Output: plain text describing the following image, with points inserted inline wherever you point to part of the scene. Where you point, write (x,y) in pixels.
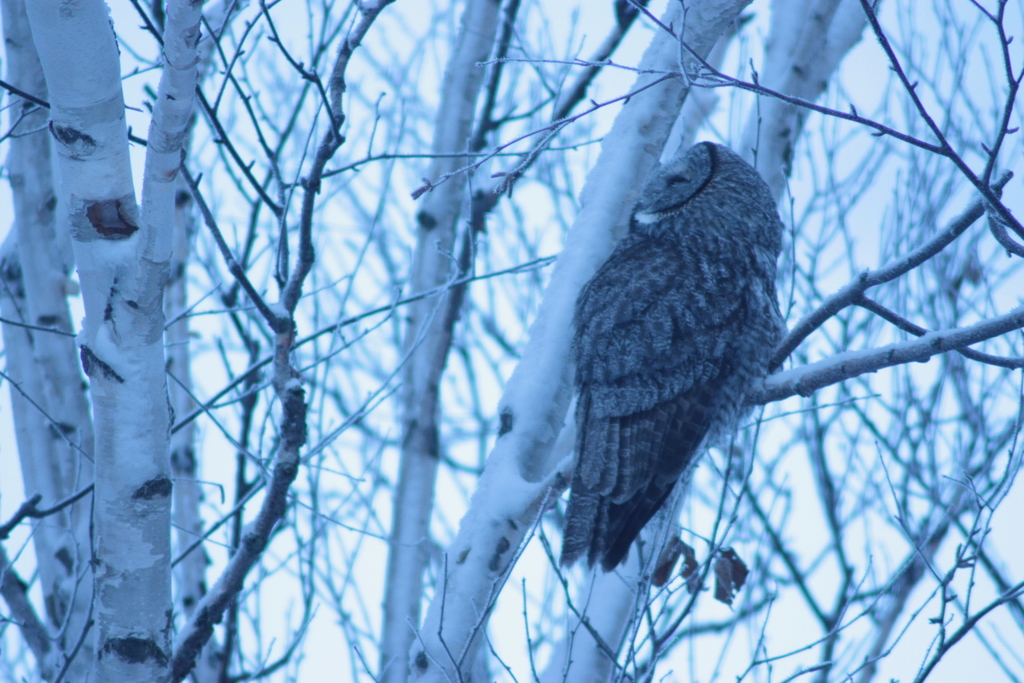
In the foreground (730,160) I can see an owl (730,160) is sitting on the branch (791,383) of a tree (774,389) and tree trunks (481,558). This image is taken may be during a day.
